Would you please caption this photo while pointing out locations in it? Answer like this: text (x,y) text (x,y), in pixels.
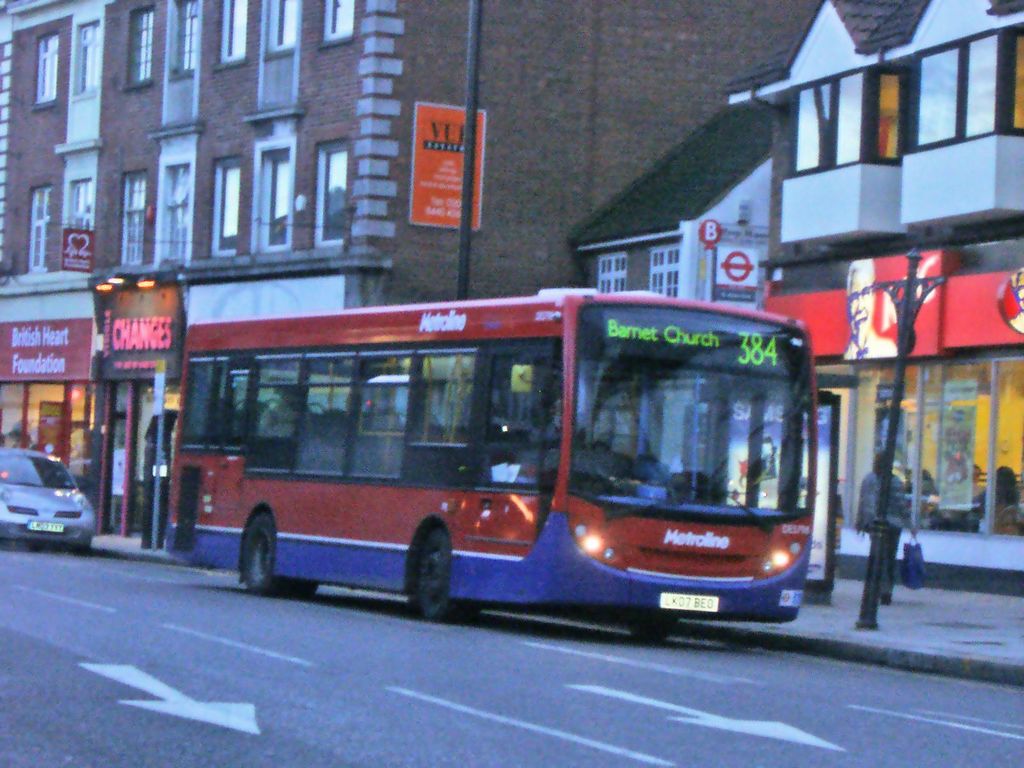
In this image we can see two vehicles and some marks (541,726) on the road (748,679), there we see a person (892,523) holding a bag (914,566) on the pavement (900,611), few poles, buildings (758,200), sign board (734,254) and some names (138,325) to the buildings (54,339).
